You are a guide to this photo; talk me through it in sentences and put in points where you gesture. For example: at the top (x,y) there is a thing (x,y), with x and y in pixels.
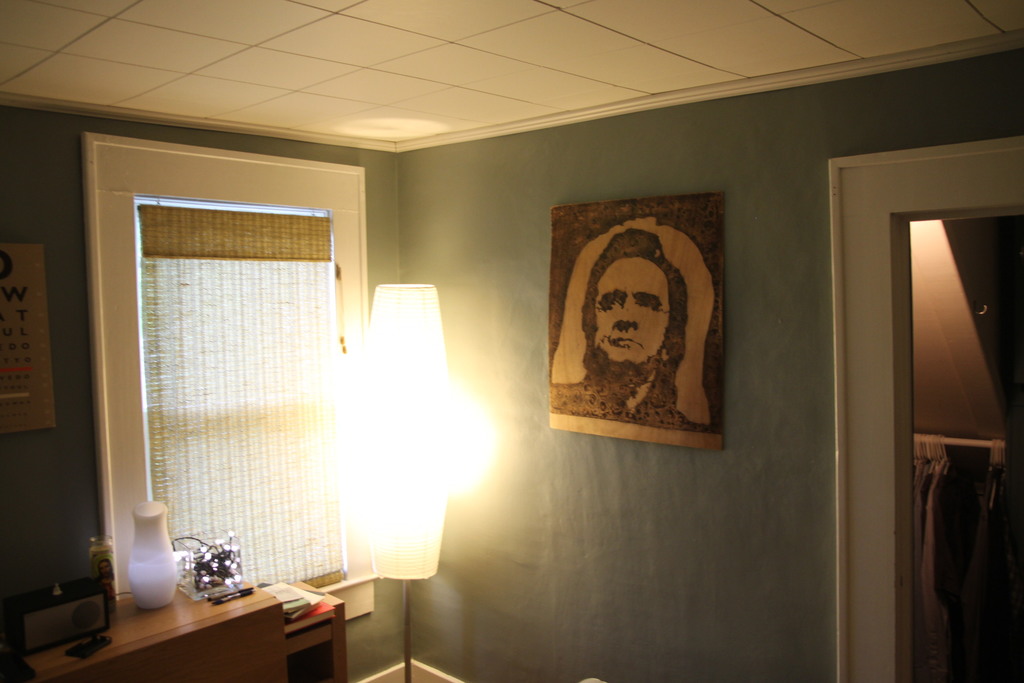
This is the picture of a room (666,415). In the foreground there is a lamp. On the right side of the image (706,440) there is a picture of a man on the wall (531,336) and there are dresses (941,591) hanging to the rod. On the left side of the image (279,586) there are objects (194,589) and books (295,588) on the table (265,604). There is an eye chart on the wall (32,464) and there is a window blind (314,585) at the window (122,567).
